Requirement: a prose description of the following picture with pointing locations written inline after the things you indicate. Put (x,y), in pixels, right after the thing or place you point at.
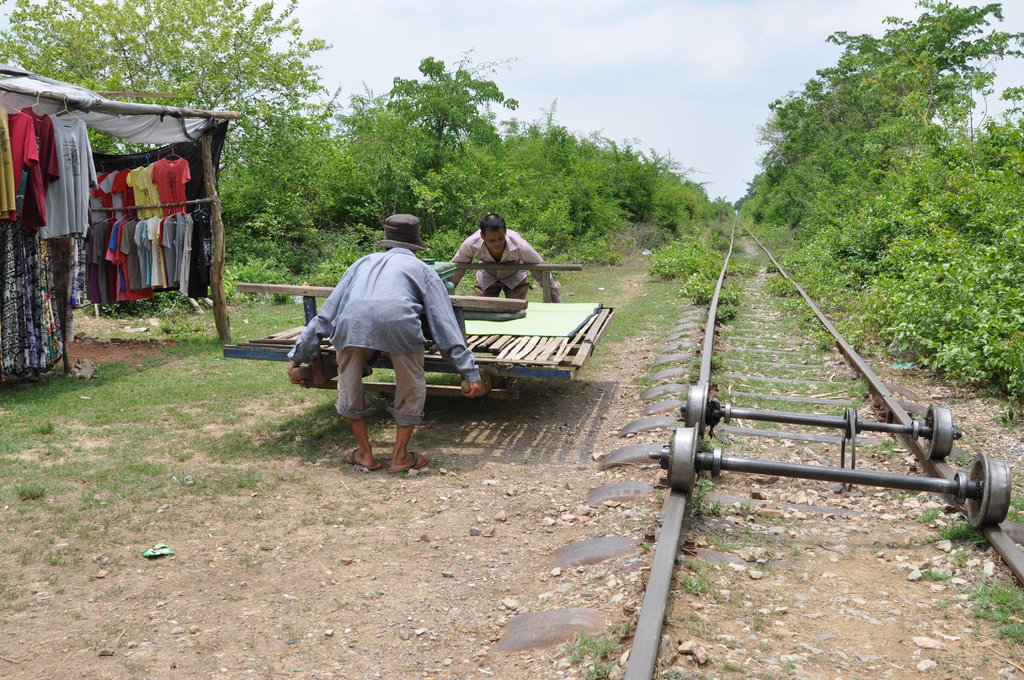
In this image there is a track (617,553). We can see iron rods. There are people (475,250). There is wooden object (501,344). There are grass (583,654), sand (542,662) and stones (867,520). We can see many trees (1009,318). There is a clothes stall (49,280) on the left side (123,280). There is sky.
